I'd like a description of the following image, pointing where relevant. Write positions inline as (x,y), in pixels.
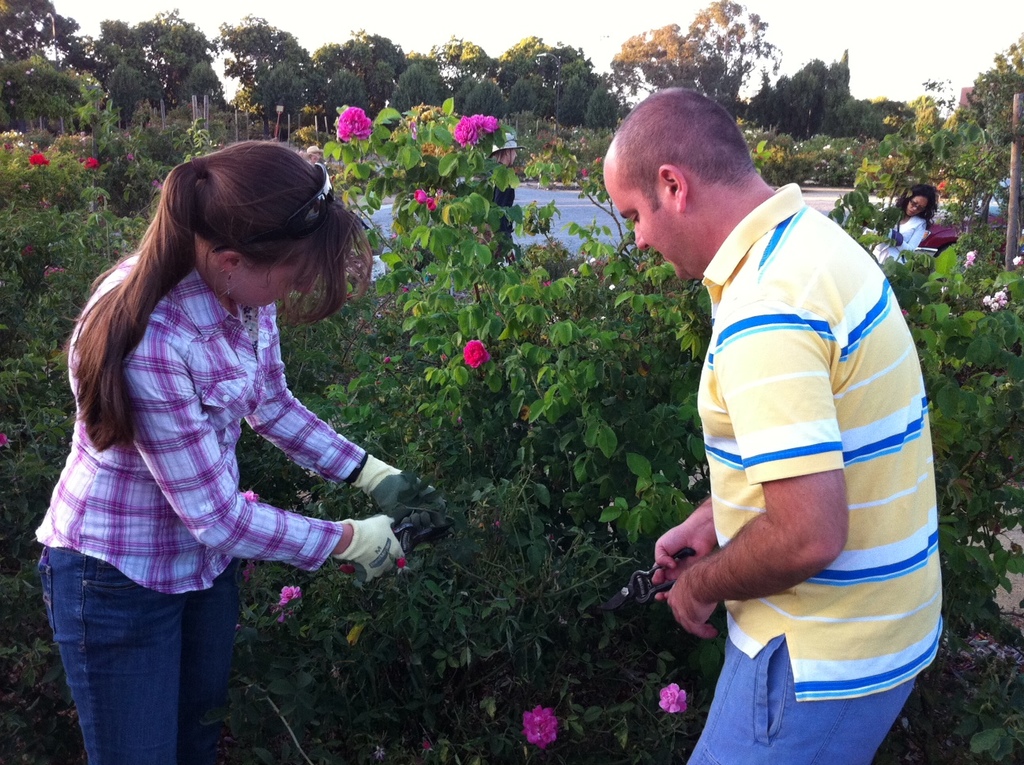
In this image we can see persons (306,410), plants (489,375), flowers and other objects (690,551). In the background of the image (578,145) there is a person (914,217), vehicles (947,227), trees (962,115), plants (392,136) and other objects (277,136). At the top of the image (422,21) there is the sky (657,12).
